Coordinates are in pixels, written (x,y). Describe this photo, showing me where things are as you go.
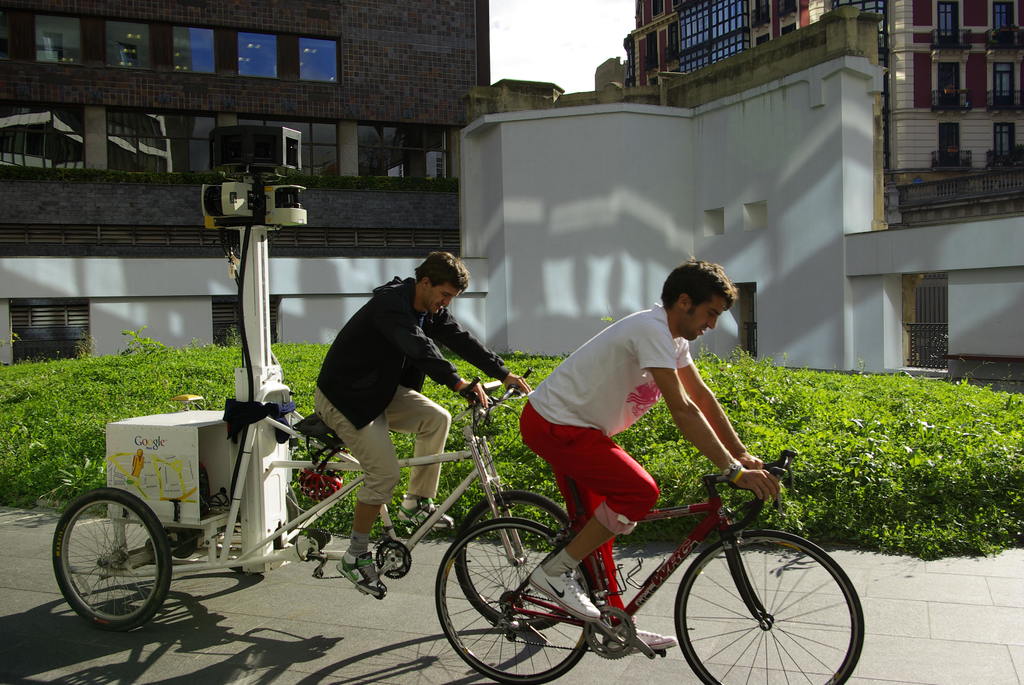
In this picture there is a boy (717,444) wearing white color t-shirt (655,404) and track (622,478) is riding the cycle (604,568). Behind there is a another boy (338,370) riding white color three tyre cycle (228,496). Behind there are some green plants (986,408). In the background (293,248) there is a building (198,242).
